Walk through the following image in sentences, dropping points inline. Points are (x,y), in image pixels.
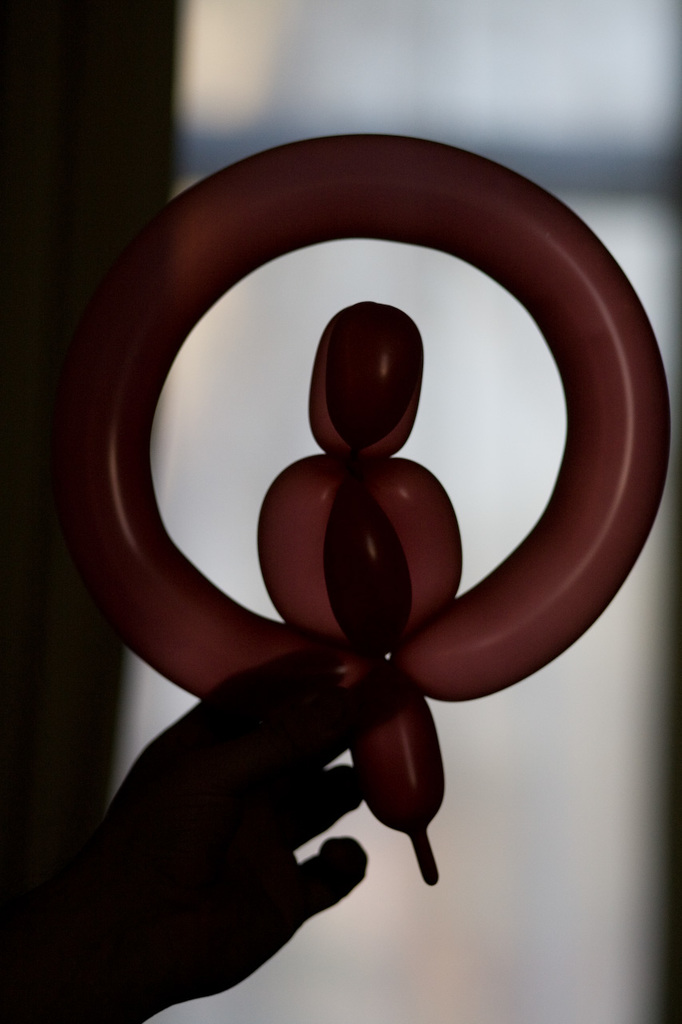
In this image we can see there is a person's hand (265,841) holding a balloon (373,475) which in a shape. And at the back (370,119) it looks like a blur.
